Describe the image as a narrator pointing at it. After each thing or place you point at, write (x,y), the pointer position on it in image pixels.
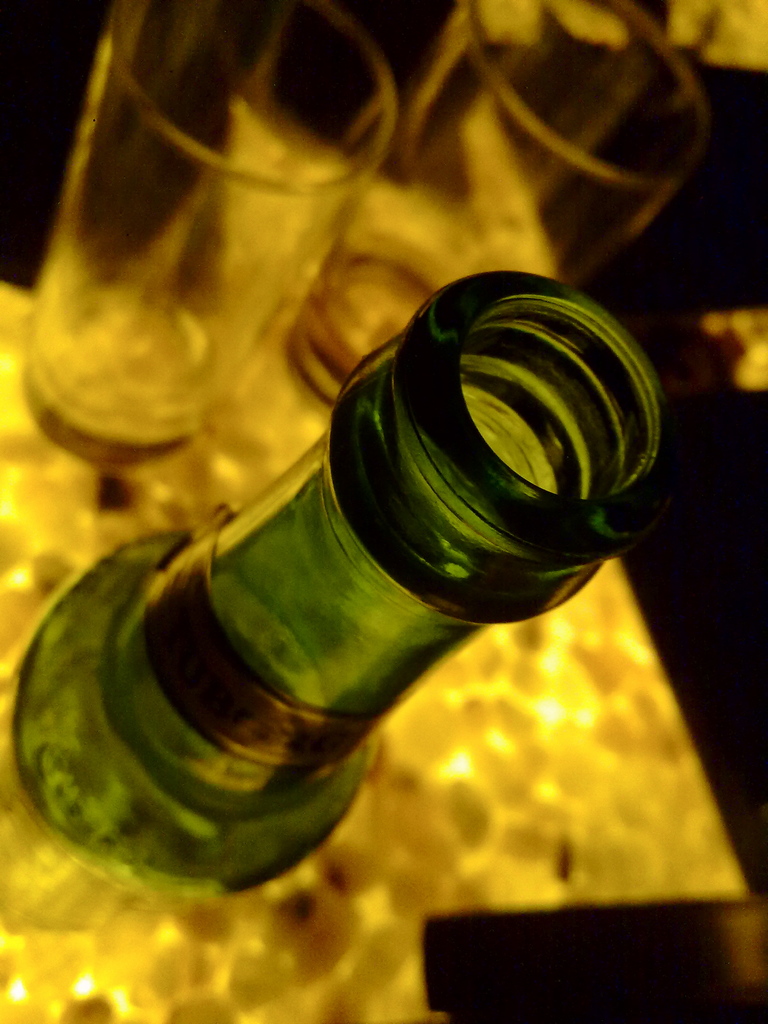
In this picture there is a beer bottle (25,708) kept on the table (613,671) and there two glasses (527,234).
